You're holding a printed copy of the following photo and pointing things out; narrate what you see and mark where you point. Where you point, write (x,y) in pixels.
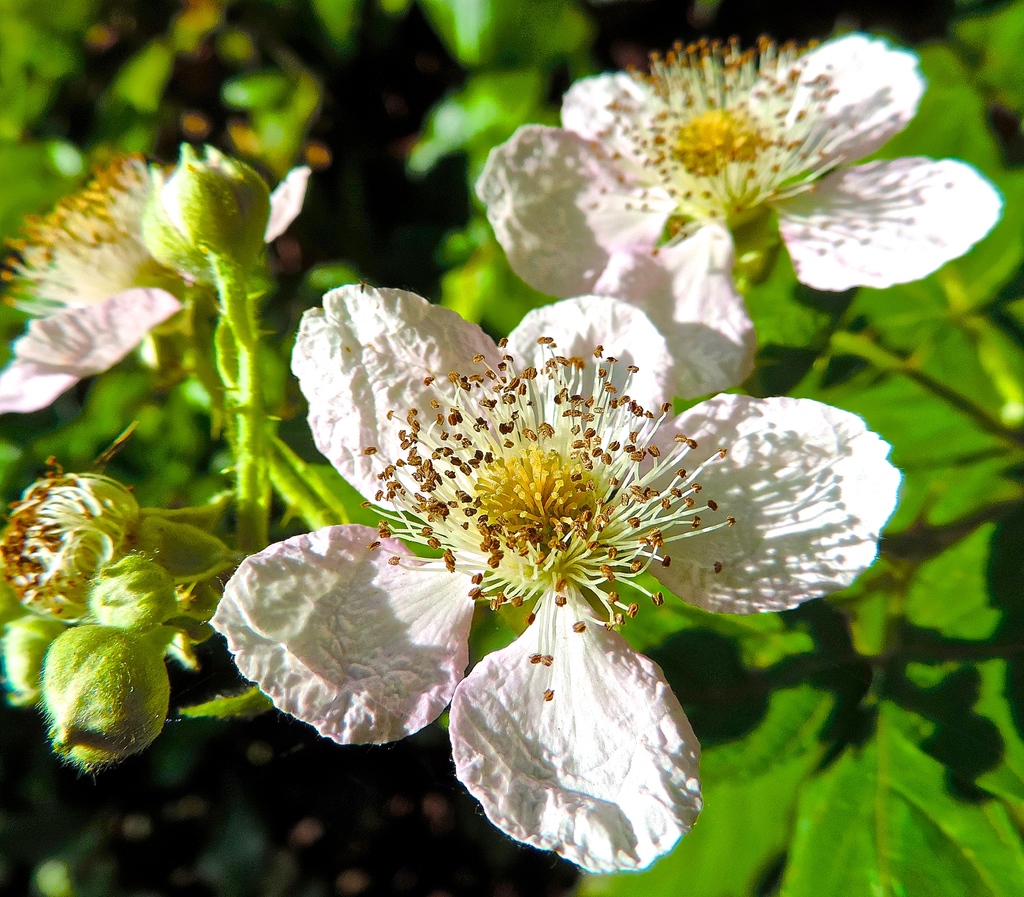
In this image we can see white color flowers (434,387), stems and leaves (70,59).
